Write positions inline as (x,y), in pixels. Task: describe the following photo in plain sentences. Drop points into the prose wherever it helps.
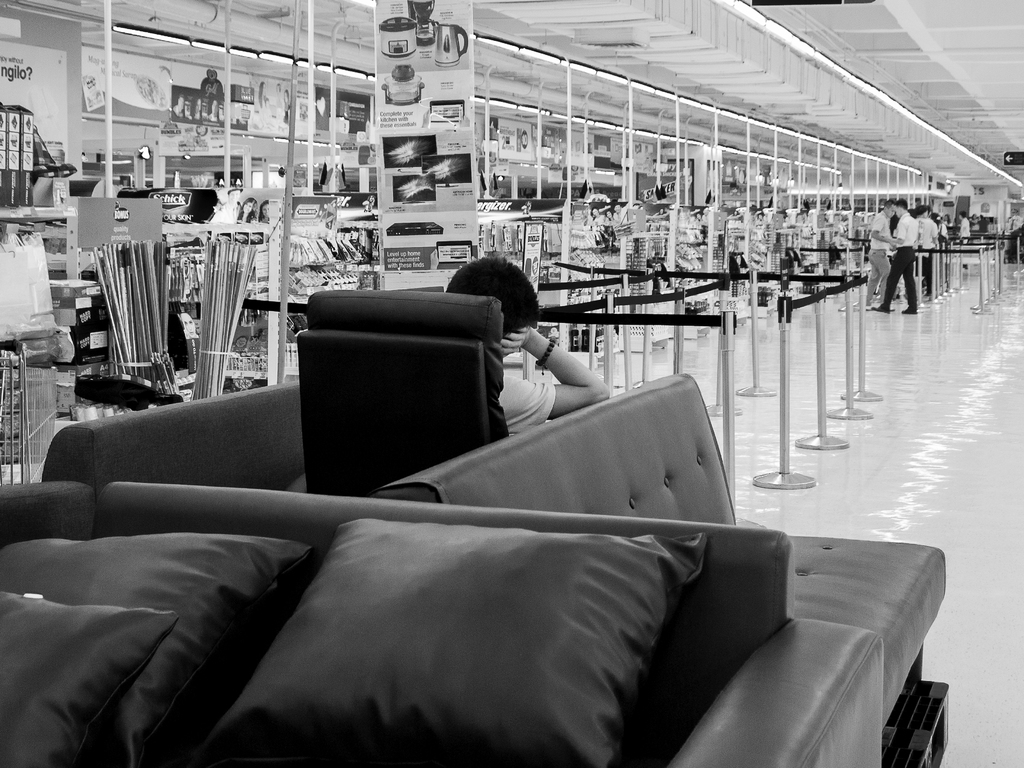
It looks like a black and white picture. We can see there are cushions (287,723) on the couch (302,593) and a person (538,358) is sitting on a chair (492,362). In front of the person (547,360) there are retractable belt stanchions (822,295). There are some people (907,245) are standing on the floor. On the left side of the people (898,261) there are some objects (479,227) and a board (441,190). At the top (276,52) there are ceiling lights (900,102).
